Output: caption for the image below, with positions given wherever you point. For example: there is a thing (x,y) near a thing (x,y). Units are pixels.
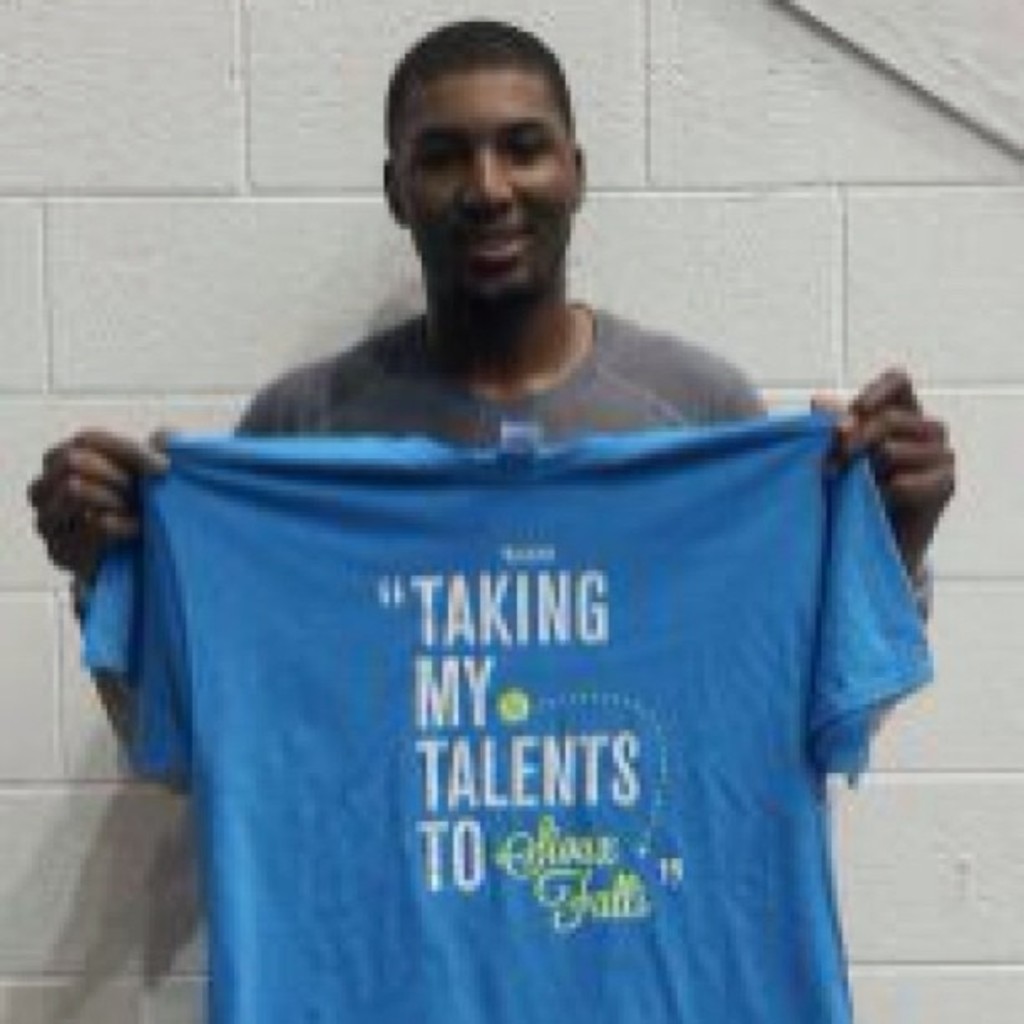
In this image we can see a man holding a t-shirt (643,699) with his hands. In the background (79,185) there is a wall (837,246).
